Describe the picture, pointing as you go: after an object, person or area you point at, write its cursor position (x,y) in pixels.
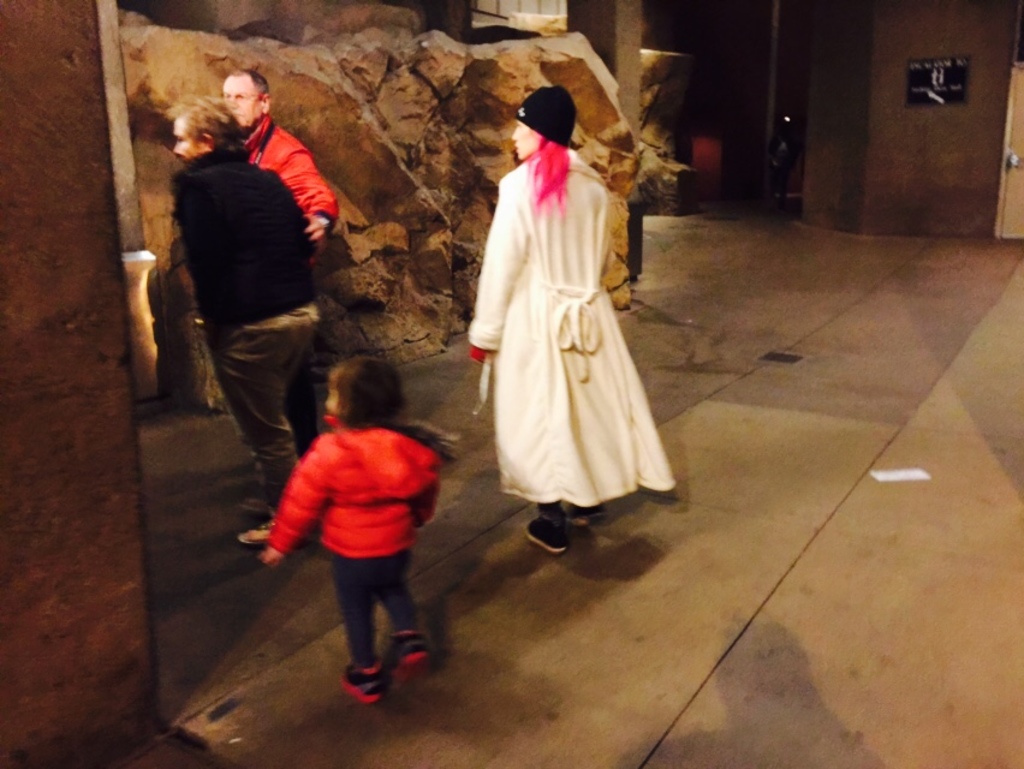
In this image there is a woman (533,125) walking, she is wearing a cap (546,114), there is a child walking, there are two people (282,221) walking, there is a concrete floor (892,463) towards the bottom of the image (777,689), there is a paper (898,480) on the concrete floor (878,509), there is a wall (107,402) towards the left of the image (70,497), there are objects (396,162) that looks like rocks (443,170) are on the concrete floor (464,382), there is a wall (832,99) towards the top of the image (920,170), there is an object (918,68) on the wall (884,50), there is a pillar (603,24) towards the top of the image (619,65), there is a door (1012,149) towards the right of the image (1010,148).
